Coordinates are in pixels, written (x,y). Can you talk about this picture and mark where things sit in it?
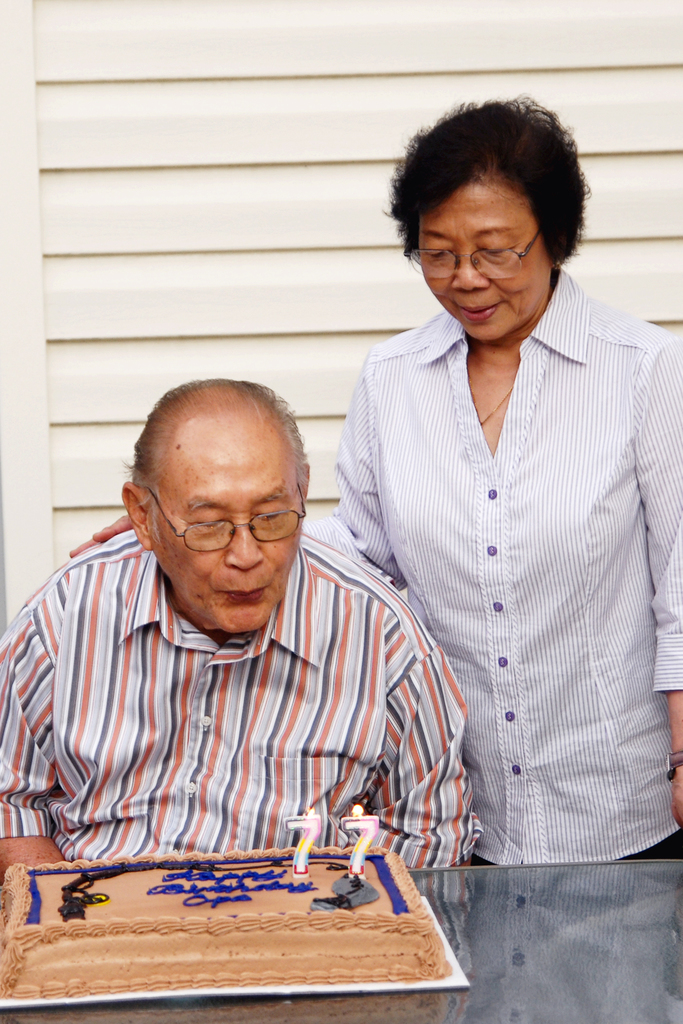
The person (260,760) sitting in chair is blowing candles (315,829) which is on the cake (271,872) in front of him and there is another person (499,480) standing beside him.
